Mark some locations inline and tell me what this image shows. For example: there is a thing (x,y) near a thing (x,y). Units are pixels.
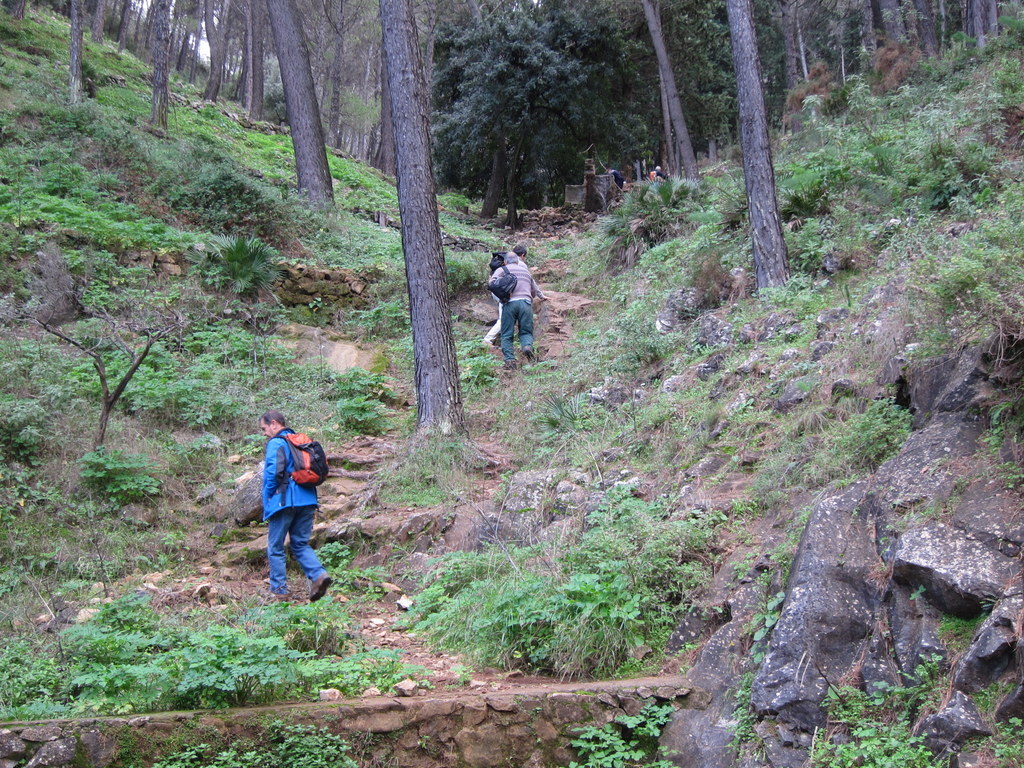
In the foreground of this image (583,655), there are rocks (871,632), plants (582,564) and few people (514,292) are walking on the path (350,477). On either side to the path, there are tree trunks (731,11) and at the top (454,36), there are trees (500,57).
